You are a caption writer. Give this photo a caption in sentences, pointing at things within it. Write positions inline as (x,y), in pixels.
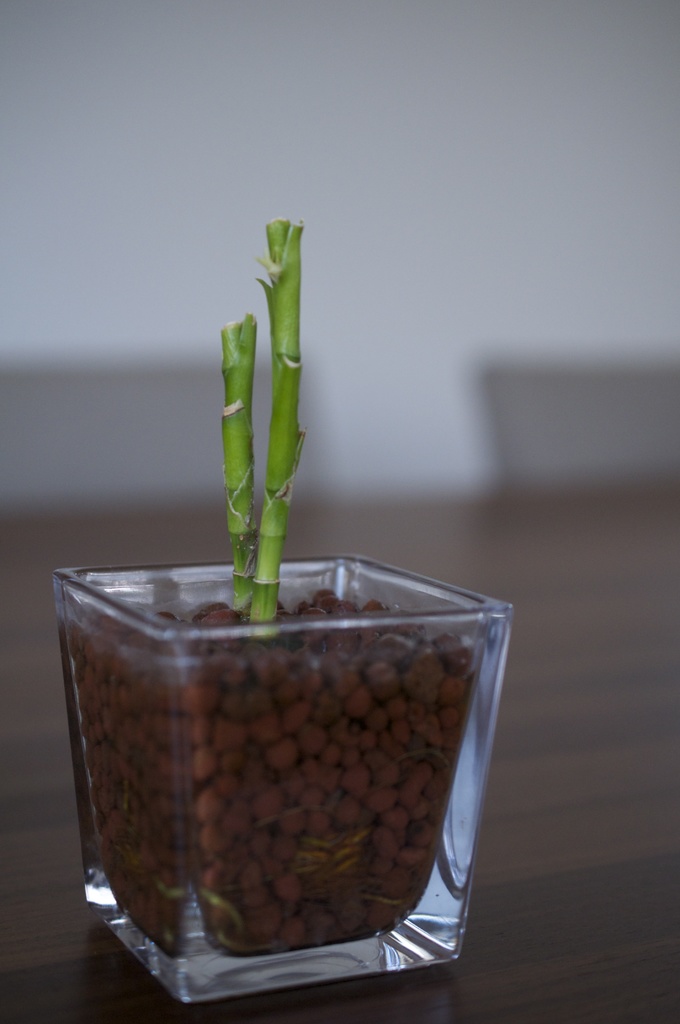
In this image I can see some plant (248,540) in the glass (295,760). I can see the table (557,621).
